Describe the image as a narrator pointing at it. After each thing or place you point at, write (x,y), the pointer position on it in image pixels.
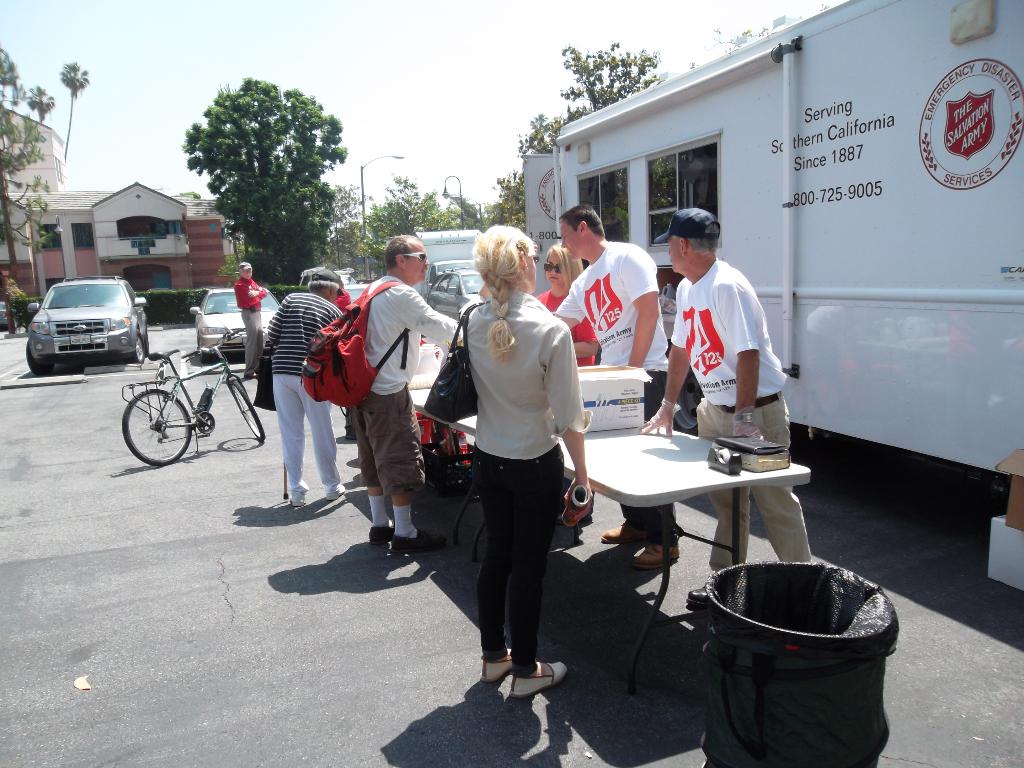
In the picture there are a group of people (488,515) standing they have a table (658,442) in front of them and there is a dustbin (784,615) on the right (855,697), in the backdrop (157,250) there is a bicycle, cars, a building (153,210) trees (267,210) poles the sky (315,71) is clear.
